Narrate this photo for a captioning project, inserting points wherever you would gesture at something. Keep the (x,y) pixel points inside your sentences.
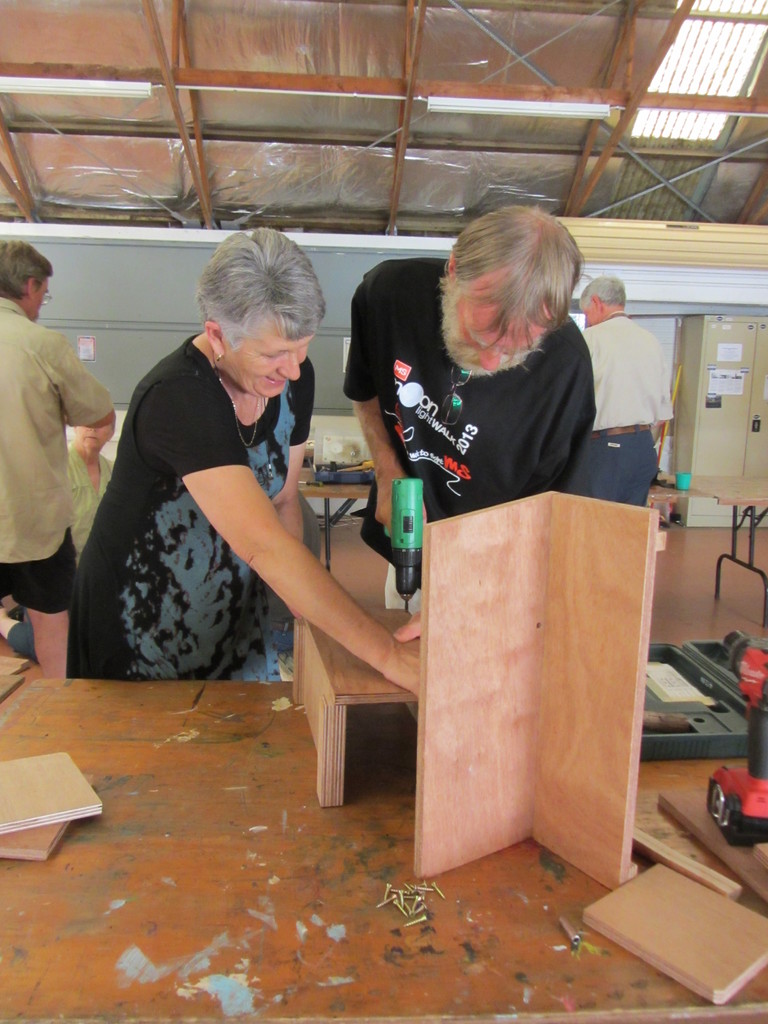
In this image we can see a man (503,358) drilling wood (428,639), next to him there is a lady (249,563). In the background (51,667) there are people (51,667). At the bottom (144,771) there is a table (256,993) and we can see wooden blocks (725,976) and a kit (692,716) placed on the table (409,936). We can see nails (408,910). In the background (177,317) there is a wall (177,303) and we can see lights (494,103).
